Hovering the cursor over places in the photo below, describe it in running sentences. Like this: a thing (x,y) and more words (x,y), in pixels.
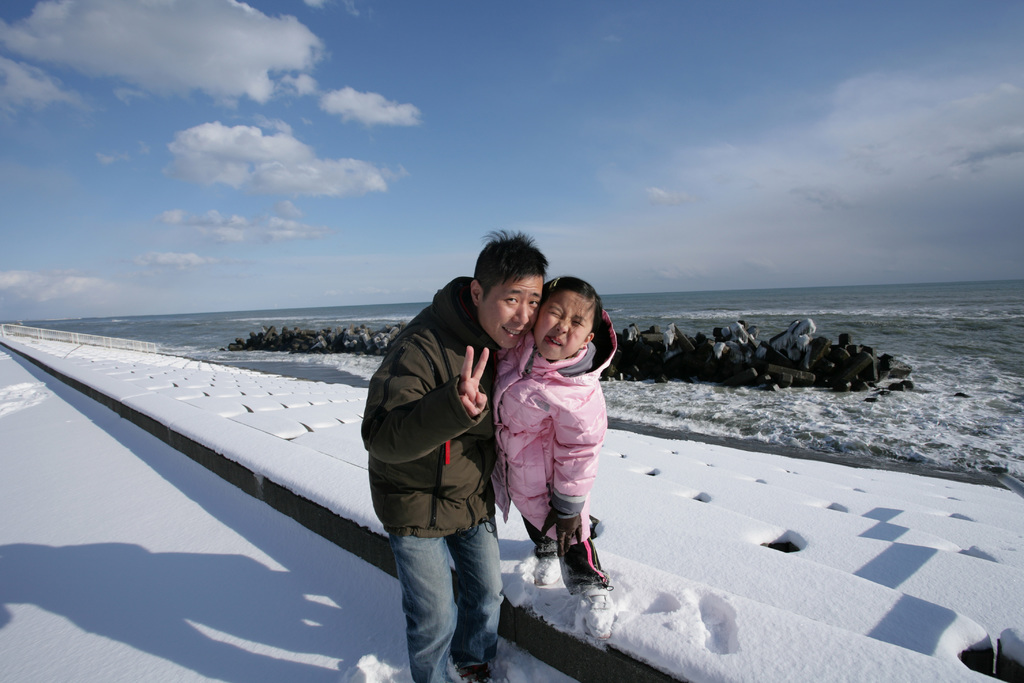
In this picture, we see the man (488,474) and the girl (567,472) are standing. Both of them are posing for the photo. At the bottom (238,582), we see snow (265,641). Behind them, we see rocks (752,363) and water (818,389) and this water (622,317) might be in the sea (295,312). At the top (544,156), we see the sky (403,137) and the clouds (185,141).
